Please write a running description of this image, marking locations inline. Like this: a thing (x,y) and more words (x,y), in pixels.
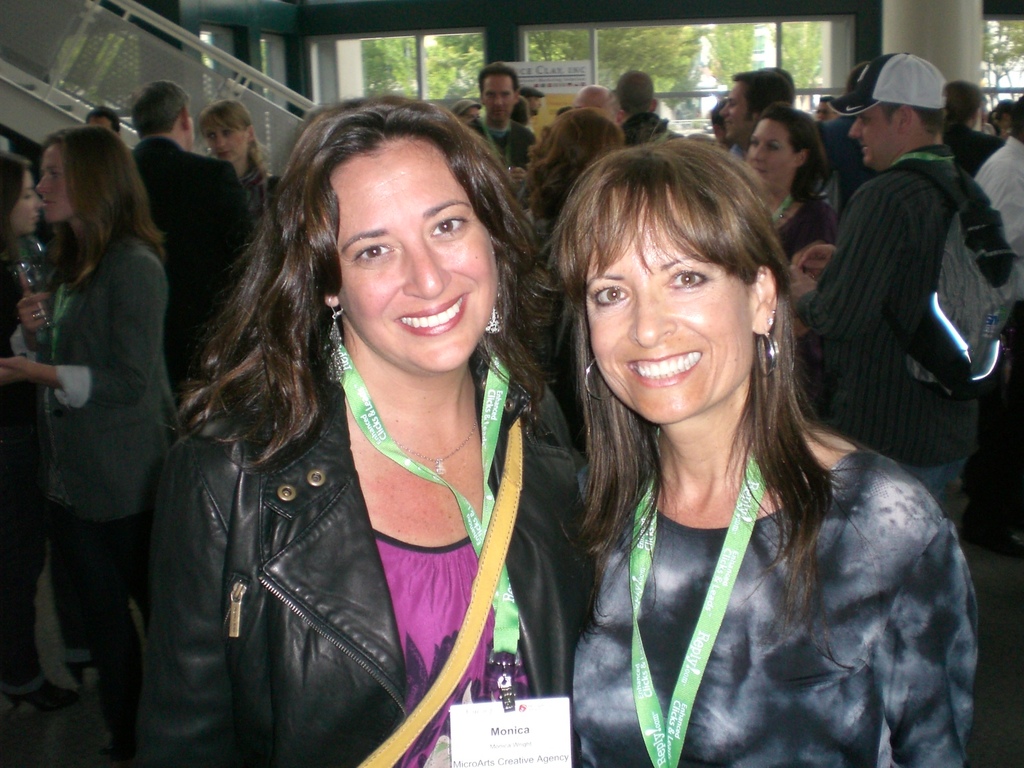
In this image there are two ladies (542,548) standing with a smile (687,358) on their face (686,391), behind them there are a few people (138,232) standing. On the top left side of the image (146,79) there is an escalator (133,91). In the background (427,57) there is a wall (449,28) with glasses (450,53).
